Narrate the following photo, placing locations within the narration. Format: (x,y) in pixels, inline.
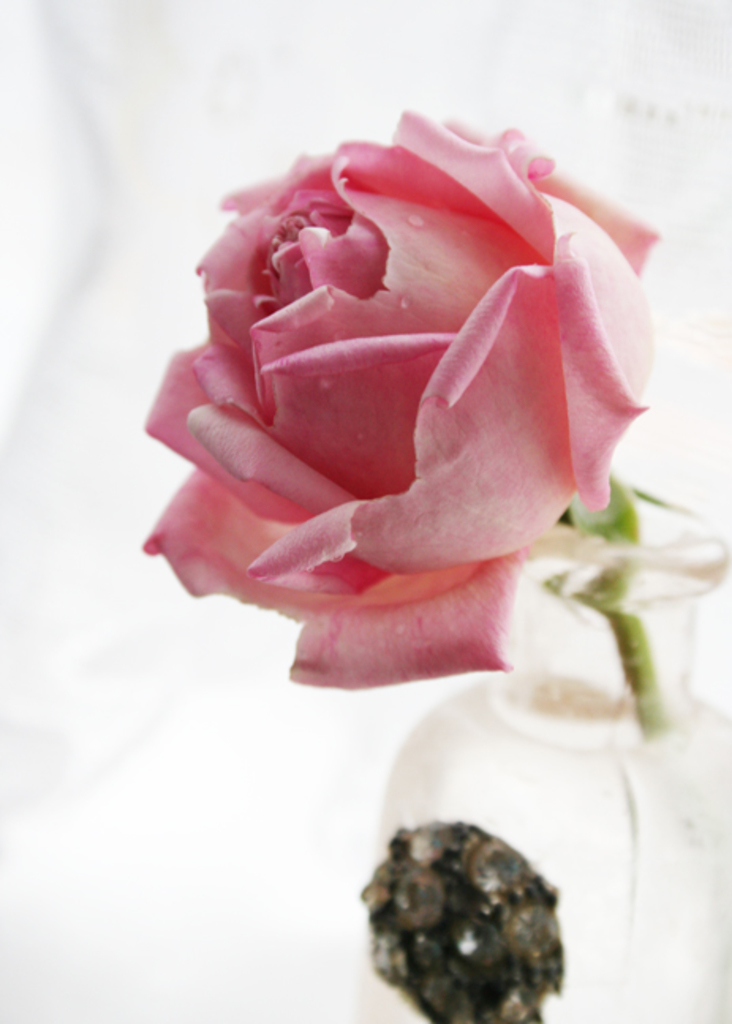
In this image I can see the flower vase (519,784). I can see the flower (460,480) is in pink color. And there is a white background (166,666).
